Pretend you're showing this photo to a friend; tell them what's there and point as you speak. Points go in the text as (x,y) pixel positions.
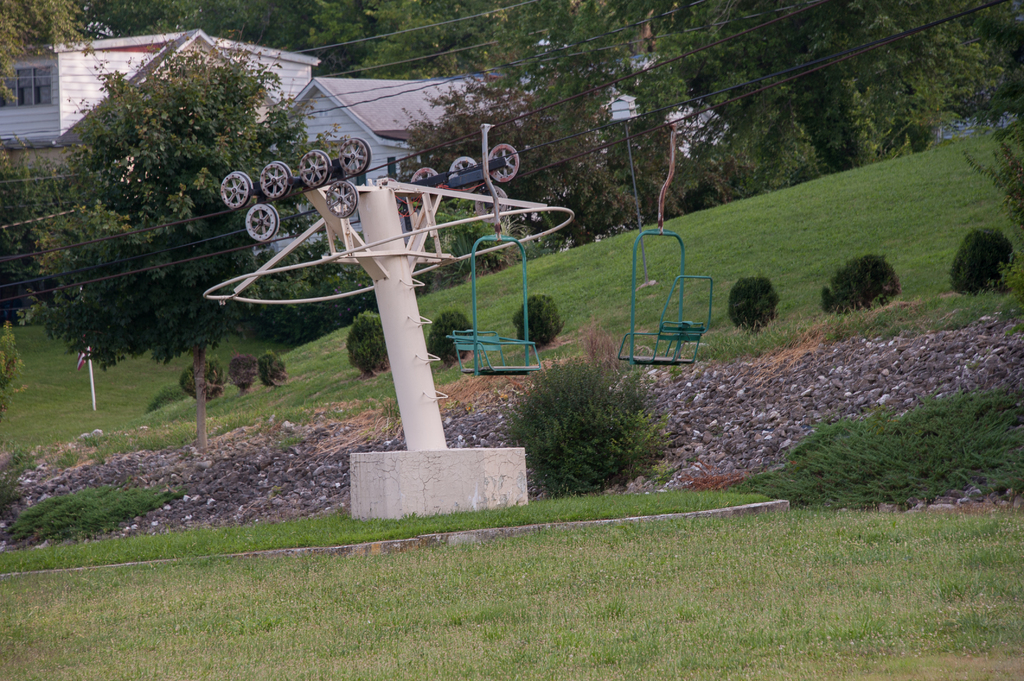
This picture shows a rope car (406,287) and we see grass (386,611) on the ground (36,400) and few trees (490,57) and we see couple of buildings (290,91) and plants (549,336) and couple of chairs (496,351) hanging to the rope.
